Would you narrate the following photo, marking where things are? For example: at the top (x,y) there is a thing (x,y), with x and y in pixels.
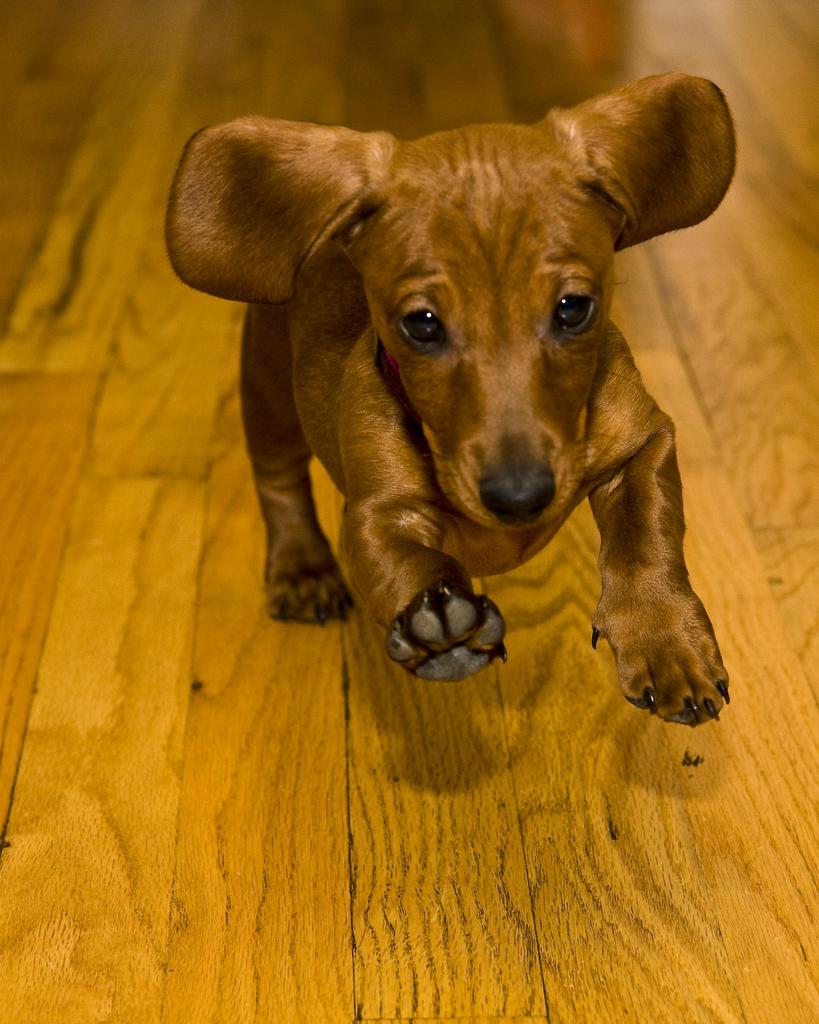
In this image we can see a dog (300,353) on a wooden surface (364,699).
